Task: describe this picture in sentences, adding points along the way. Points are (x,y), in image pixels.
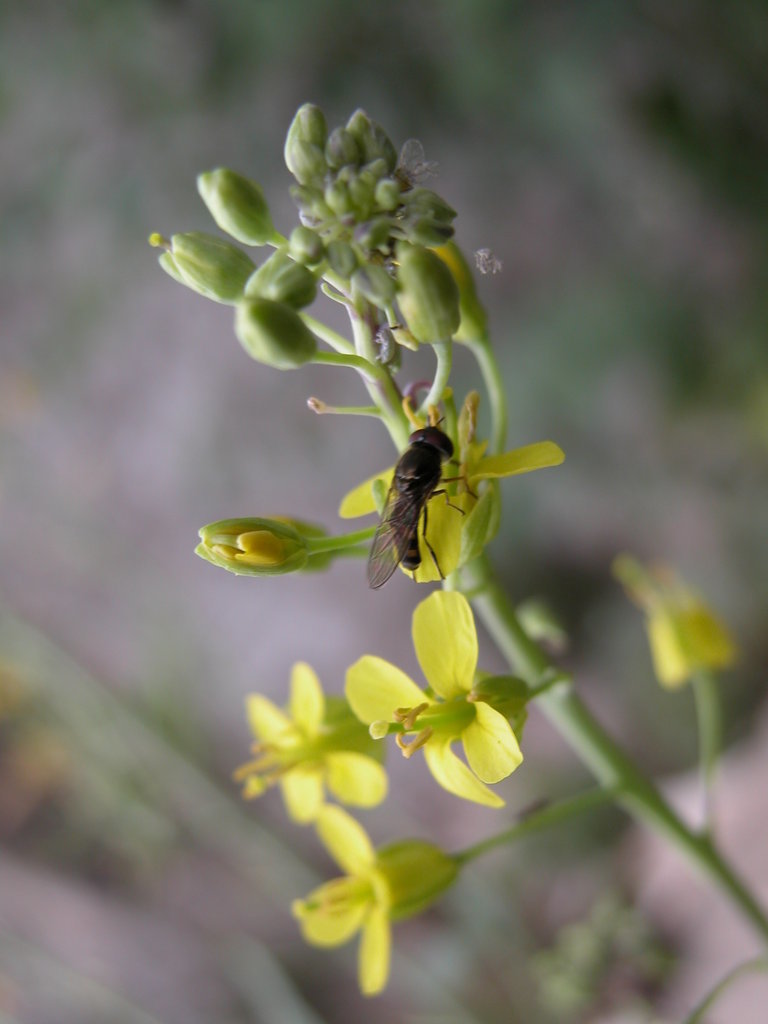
In this picture we can see a few yellow flowers (368,505). There is an insect (394,551) on a yellow flower (441,497). We can see a few buds (237,562) on a plant (560,701). Background (762,224) is blurry.
